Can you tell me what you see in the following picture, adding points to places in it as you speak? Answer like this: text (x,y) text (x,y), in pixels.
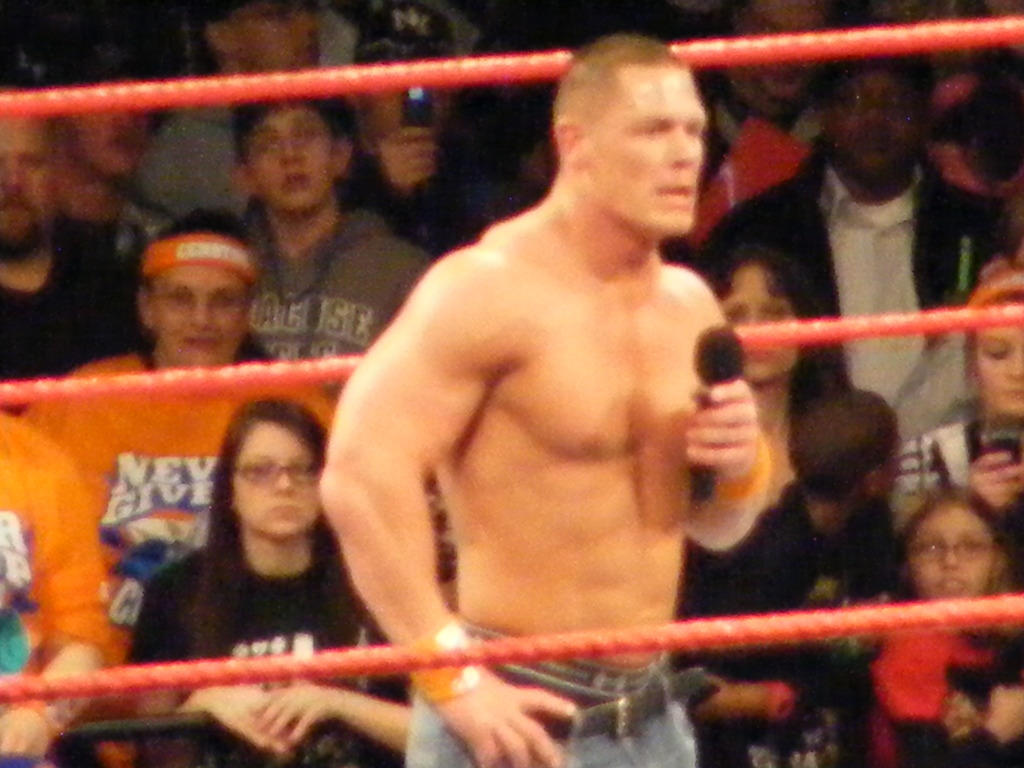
As we can see in the image there are group of people (991,152) sitting and in the front (591,749) there is a man (603,348) holding mic (728,374).
